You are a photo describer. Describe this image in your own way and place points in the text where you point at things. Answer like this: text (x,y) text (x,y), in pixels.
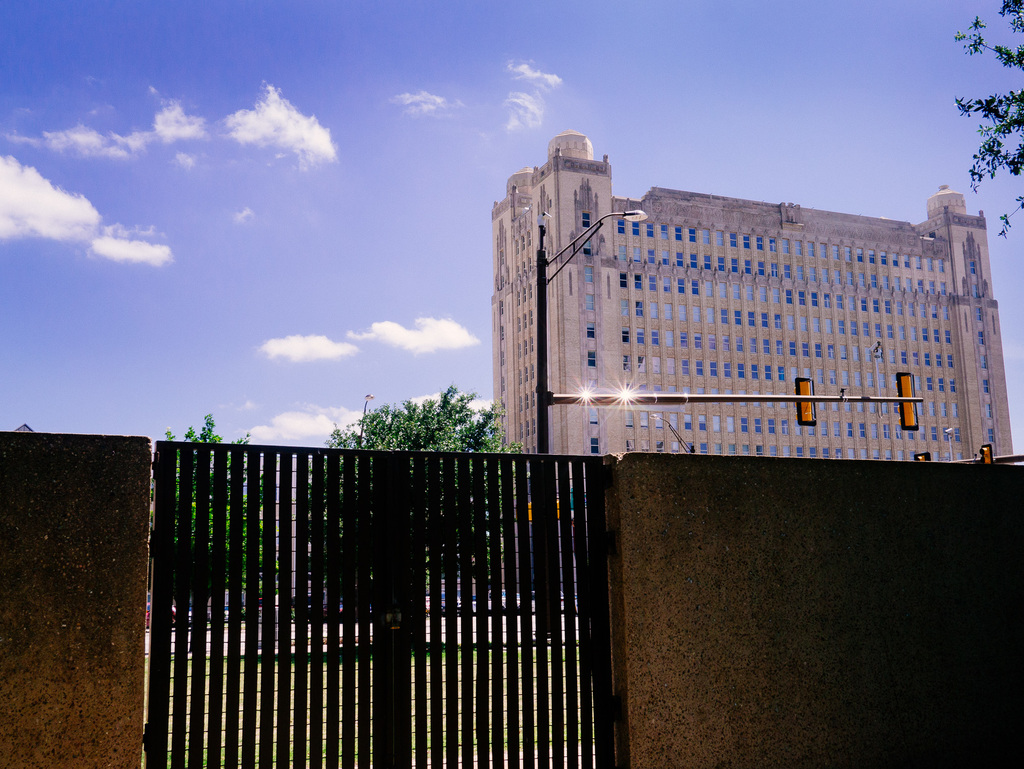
At the bottom of the picture (603,576), we see a wall (694,614) and a black gate (456,659). Behind that, there are trees (453,418) and we see a traffic signals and street lights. Behind that, we see a white building (675,277). At the top of the picture (288,163), we see the sky (369,152) and the clouds (132,256). This picture is clicked in the city (619,313).
